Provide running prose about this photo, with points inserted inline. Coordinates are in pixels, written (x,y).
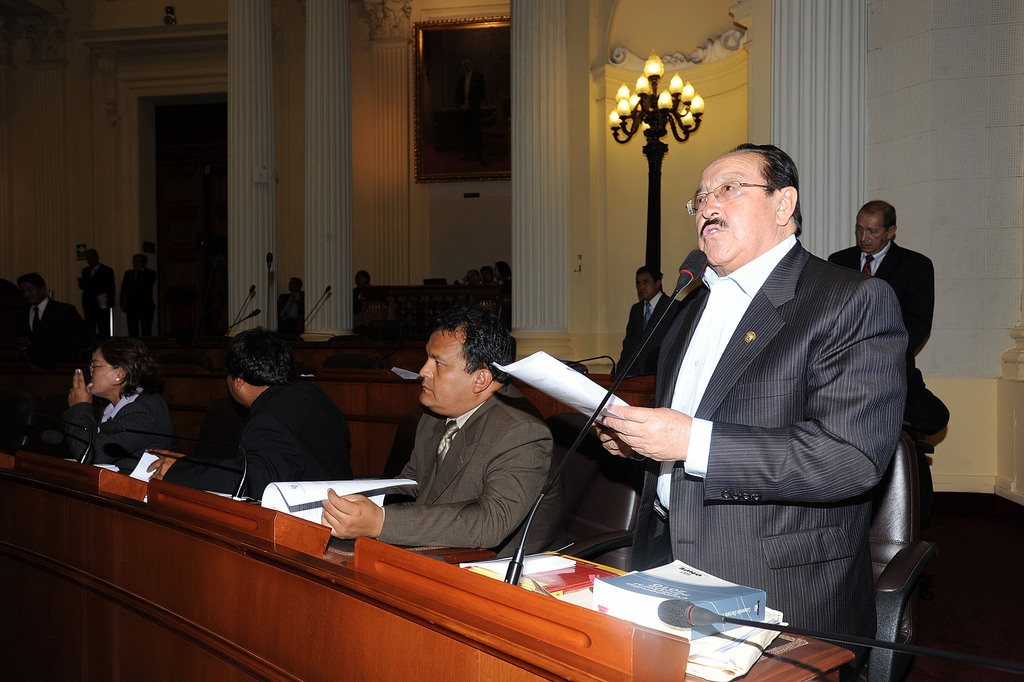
In this image we can see a man (737,322) is standing at the table (540,662) and holding papers (552,380) in his hands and there are books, papers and microphones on the table (240,656). Beside him there are few persons (75,439) sitting on the chairs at the table (35,475). In the background (347,358) there are few persons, frame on the wall (107,165), lights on a pole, pillars (241,168) and other objects (166,193).
